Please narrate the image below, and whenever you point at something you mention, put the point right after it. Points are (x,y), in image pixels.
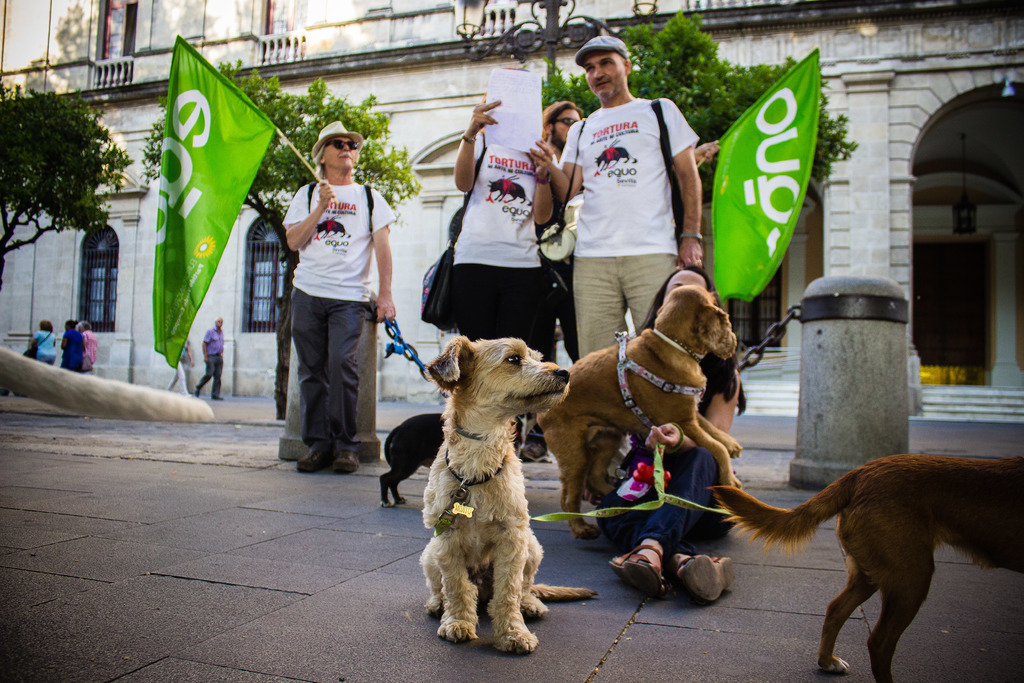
In this image we can see a group of people (703,368) and some dogs (515,624) on the ground (627,630). In that a person (525,161) is holding a paper (535,117) and the other two (381,295) are holding the flags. We can also see the barriers (899,340) with the chain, some trees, a pole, the street poles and a building (797,254) with windows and the staircase (952,394).
